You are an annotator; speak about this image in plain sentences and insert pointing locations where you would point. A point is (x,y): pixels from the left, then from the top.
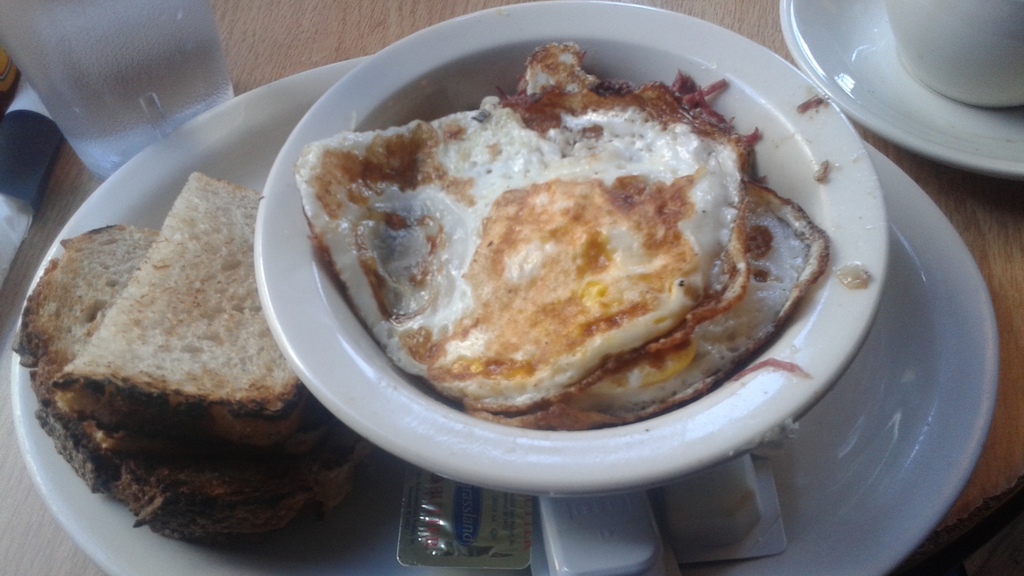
In this image there is a table (1023,275) and we can see plates (940,125), bowl (811,194), glass (114,16), cup (963,64), packets (478,539), bread (178,373) and some food (607,247) placed on the table (1010,287).
